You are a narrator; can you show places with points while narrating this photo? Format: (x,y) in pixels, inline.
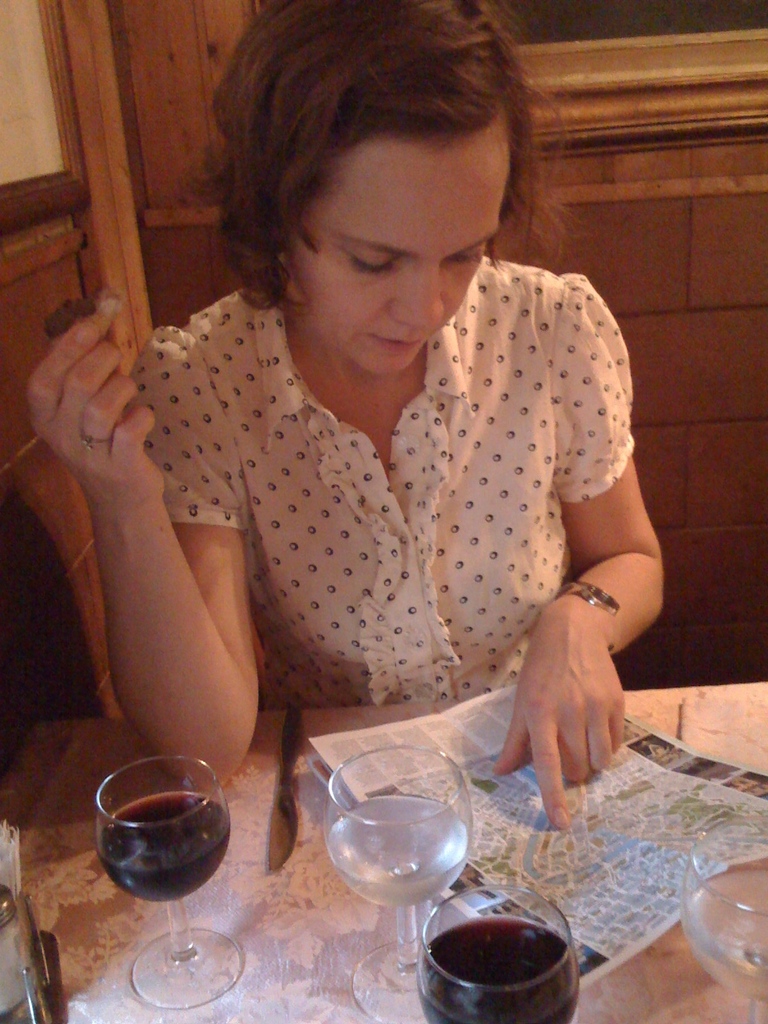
In this picture I can see few wine glasses (342,838) on the table (384,916). A woman (514,750) is looking at the paper (487,750) in the middle (402,398).
